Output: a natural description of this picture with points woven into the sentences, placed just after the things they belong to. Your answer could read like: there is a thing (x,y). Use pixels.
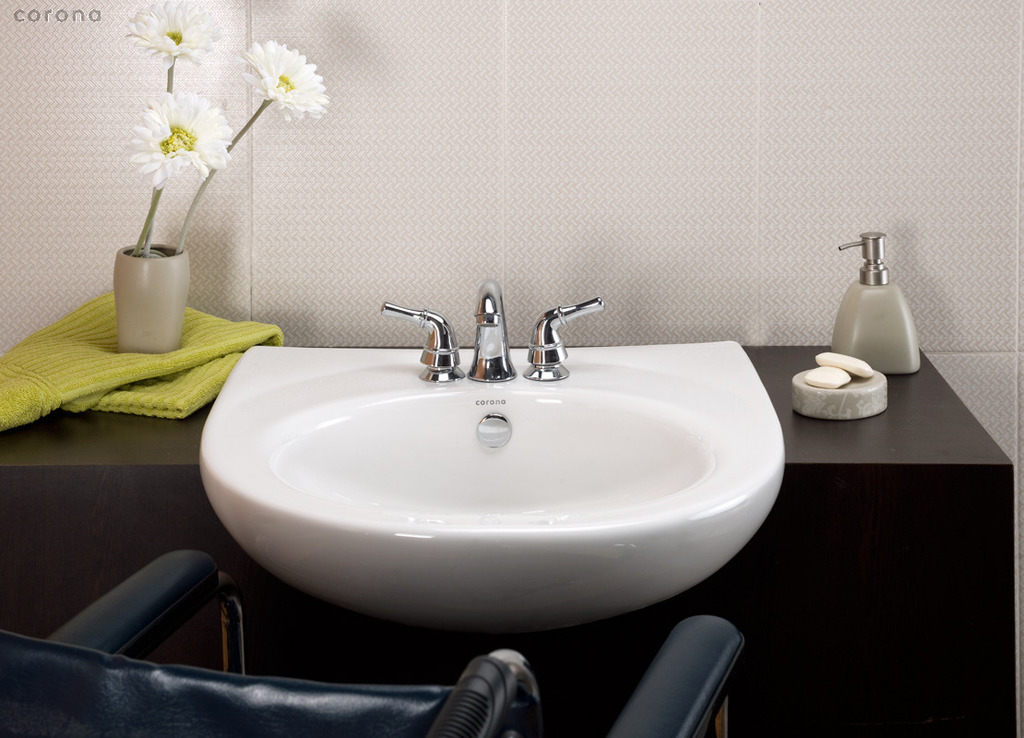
In this picture we can see a flower vase (213,171), cloth (197,326), sink (313,423), taps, soaps (819,361), bottle (835,330), some objects (823,545) and in the background (200,257) we can see the wall (787,203).
